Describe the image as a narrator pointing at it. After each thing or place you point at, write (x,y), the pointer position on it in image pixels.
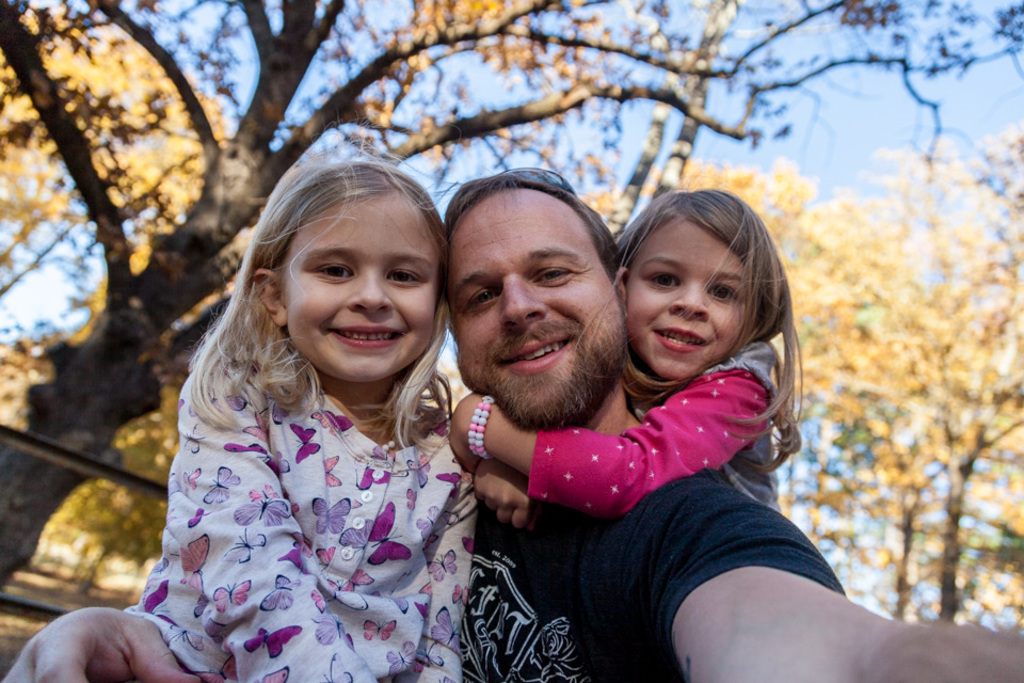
In this picture there is men (710,478) and two kids (548,459) taking selfie in the background (389,111) there are trees (925,381).
